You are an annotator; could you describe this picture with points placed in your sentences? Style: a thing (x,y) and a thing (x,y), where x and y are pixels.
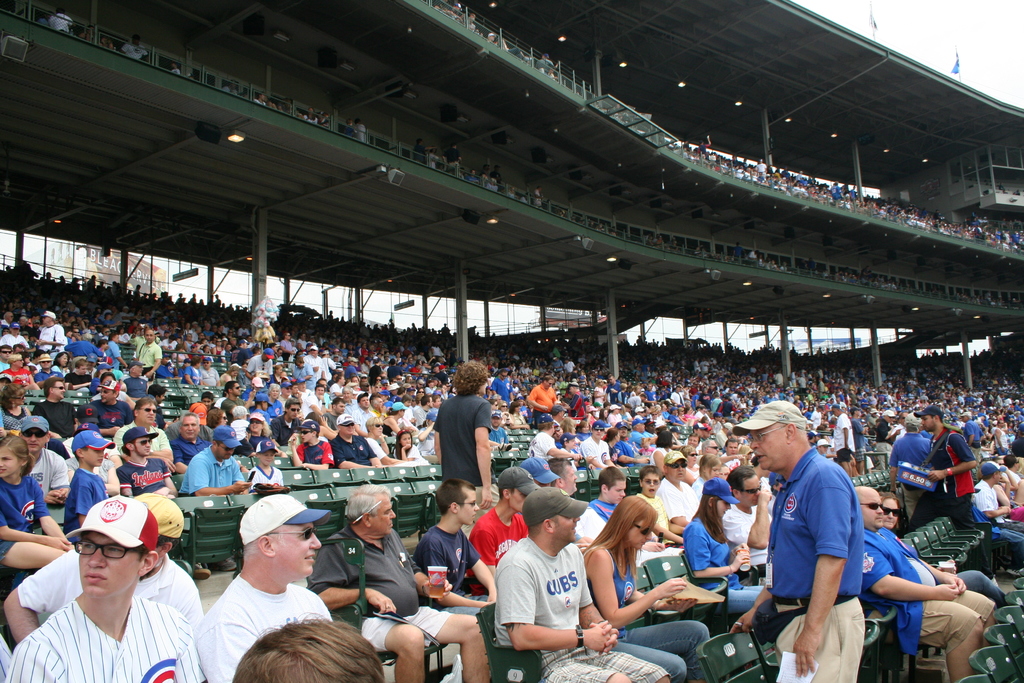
Here there are audience (528,573) sitting on the chairs (526,679) and among them few (891,474) are standing and on the right (954,514) there is a man (954,514) holding a box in his hands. In the background (327,118) there are poles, few person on the floors (680,247), hoardings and the sky (928,57).
